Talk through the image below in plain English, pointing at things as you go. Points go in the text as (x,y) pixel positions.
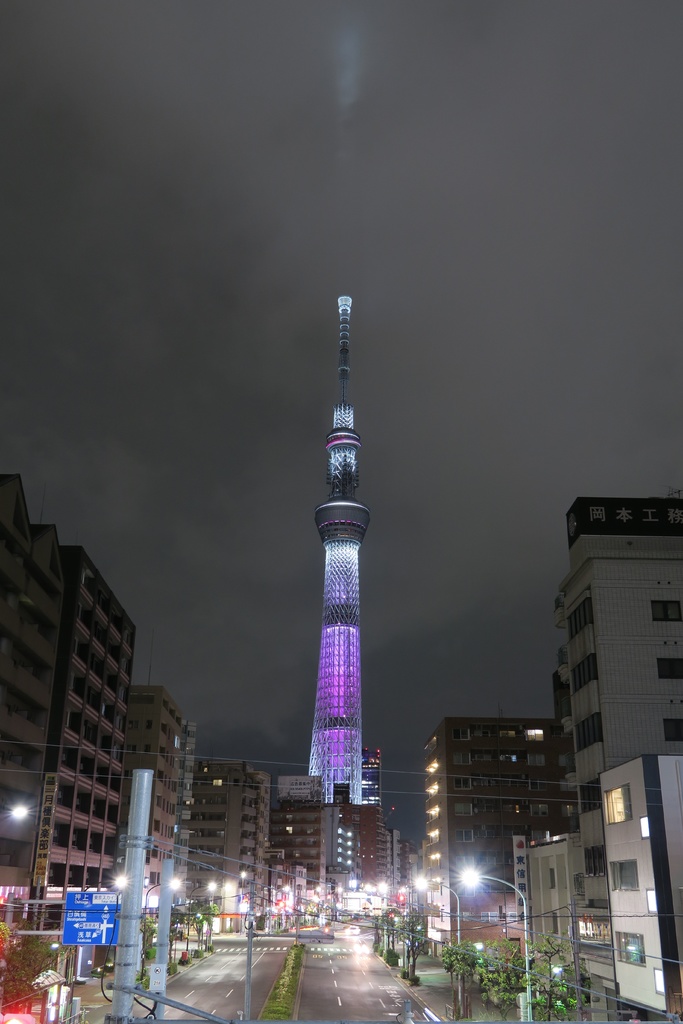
In the foreground of this picture (569,787), there are building (166,818) and the skyscraper (351,541) in the background (364,684), there are also poles (250,961), trees (500,973), road (266,958) and the sky (468,334).
